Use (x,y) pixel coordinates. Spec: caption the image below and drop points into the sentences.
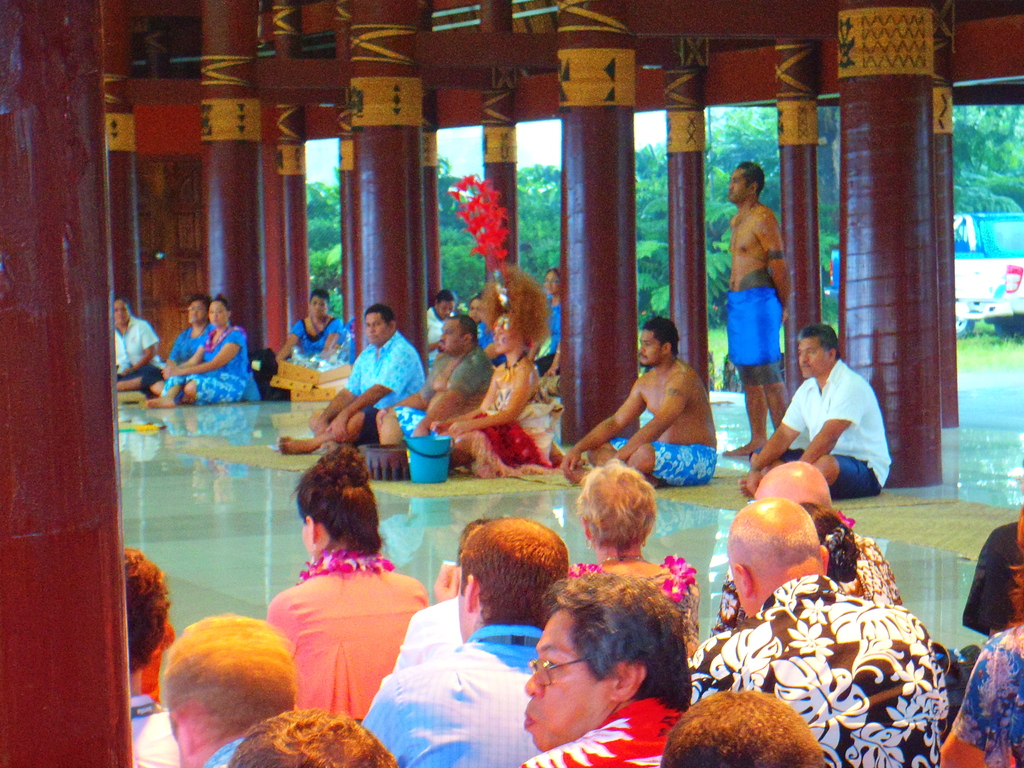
In this picture we can see a group of people (351,424) sitting on a floor (200,554) and one person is standing. Here we can see pillars (289,189), vehicle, trees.
